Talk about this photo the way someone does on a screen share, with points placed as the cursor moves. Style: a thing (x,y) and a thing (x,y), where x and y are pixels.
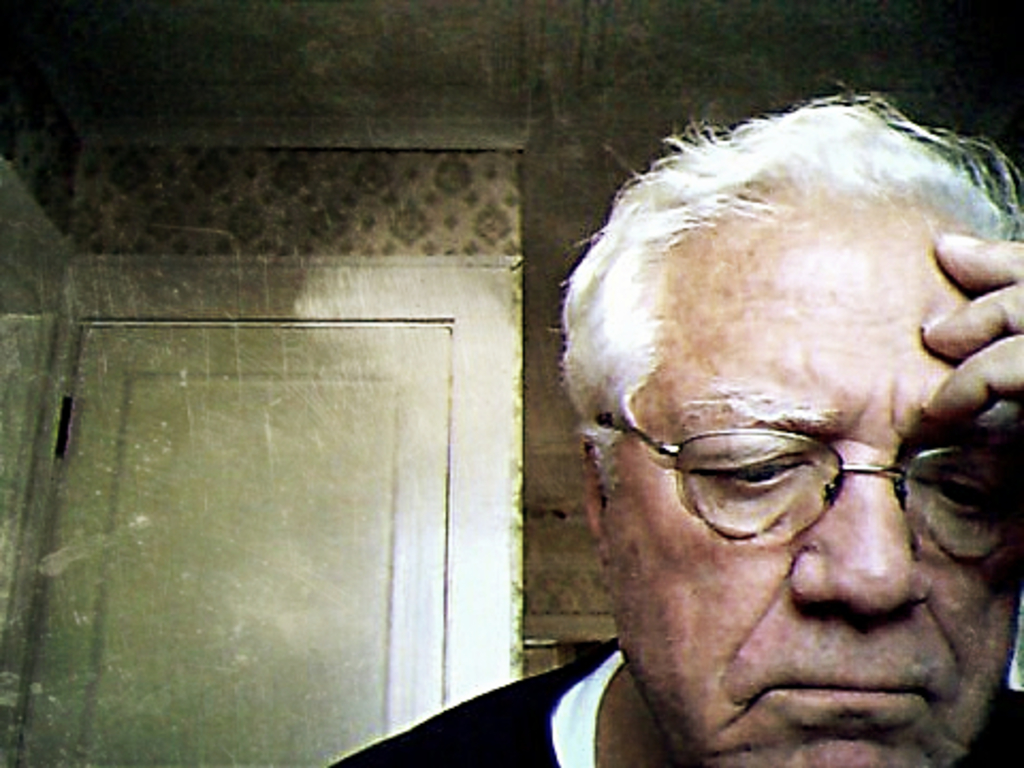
In this image I can see a man (762,508) is wearing spectacles (816,512). In the background (237,456) I can see a white color door (256,523).
